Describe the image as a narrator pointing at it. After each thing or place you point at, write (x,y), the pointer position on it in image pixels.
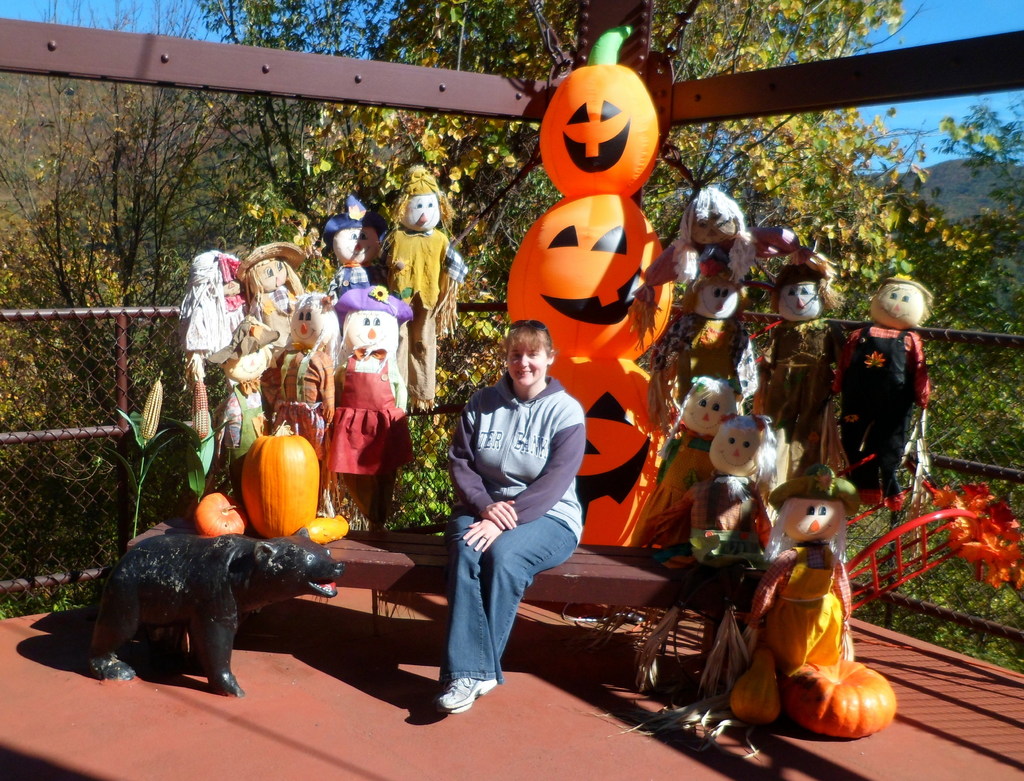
In the center of the image (536,424) there is a lady (525,346) sitting on bench (611,565). There are many toys (710,502) around her. In the background of the image (531,68) there are trees (826,176). There is a fencing (23,579).
